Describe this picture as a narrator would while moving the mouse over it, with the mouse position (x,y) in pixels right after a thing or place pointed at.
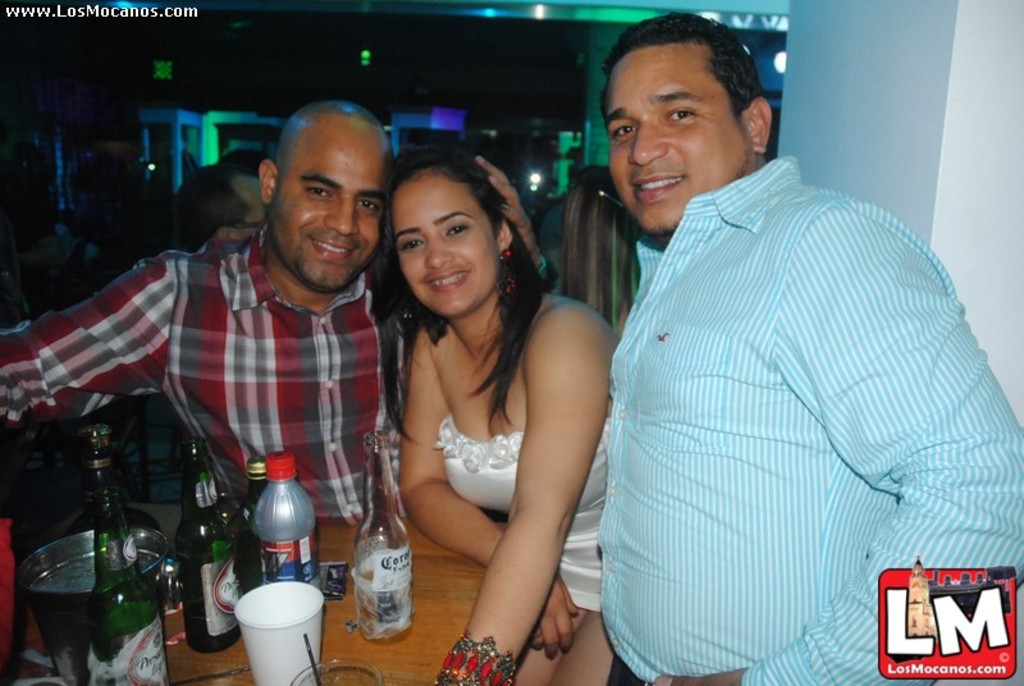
In the image there is a woman (534,420) in white dress (576,594) sitting in middle of two men (777,654), in front of them there is table (354,531) with beer bottles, cups (283,630), plate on it, in the back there are lights (601,9) over the ceiling (412,45).
